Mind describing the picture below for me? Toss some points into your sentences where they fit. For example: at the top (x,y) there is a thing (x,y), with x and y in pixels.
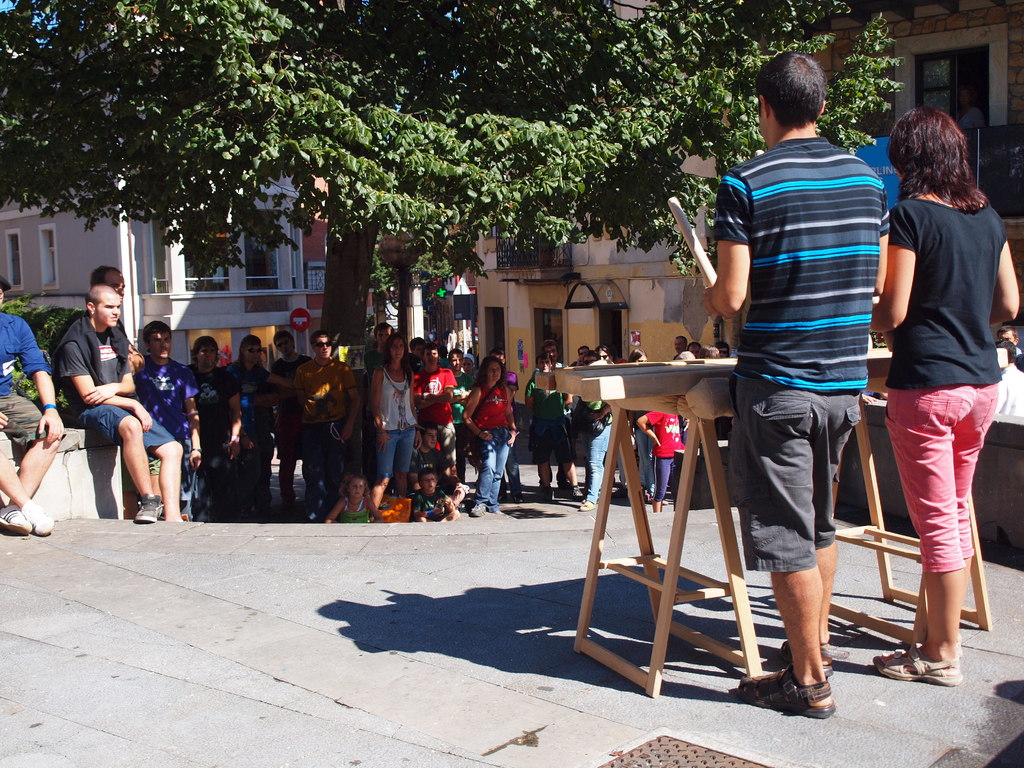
In this image in the foreground (789,359) there are two persons (820,423) who are standing, and in front of them there is one wooden table (641,403) and also in the center (405,399) there are some people (245,412) who are standing and some of them are sitting. And in the background (180,209) there are some houses (633,250) and trees (358,282), at the bottom (386,600) there is a walkway (611,632).
